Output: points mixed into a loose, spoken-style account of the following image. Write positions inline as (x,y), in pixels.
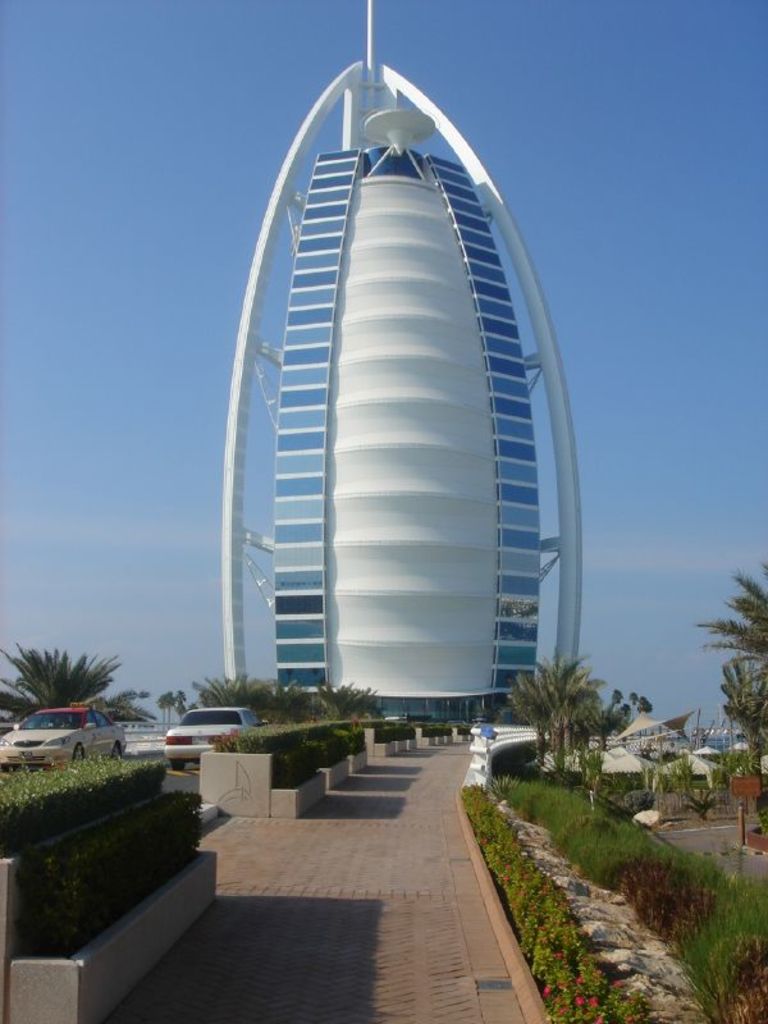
This picture is taken from the city (443,964). In this image, on the right side (672,920), we can see some trees (557,750) and plants (751,980). On the left side (120,708), we can see some trees (163,705) and plants (86,840), vehicle (218,722). In the middle of the image (357,669), we can see a tower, trees (307,712) and plants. At the top (679,121), we can see a sky (686,140) which is a bit cloudy, at the bottom (505,848), we can see a land (503,1023) and plant (624,1004) with some flowers (623,1002).
